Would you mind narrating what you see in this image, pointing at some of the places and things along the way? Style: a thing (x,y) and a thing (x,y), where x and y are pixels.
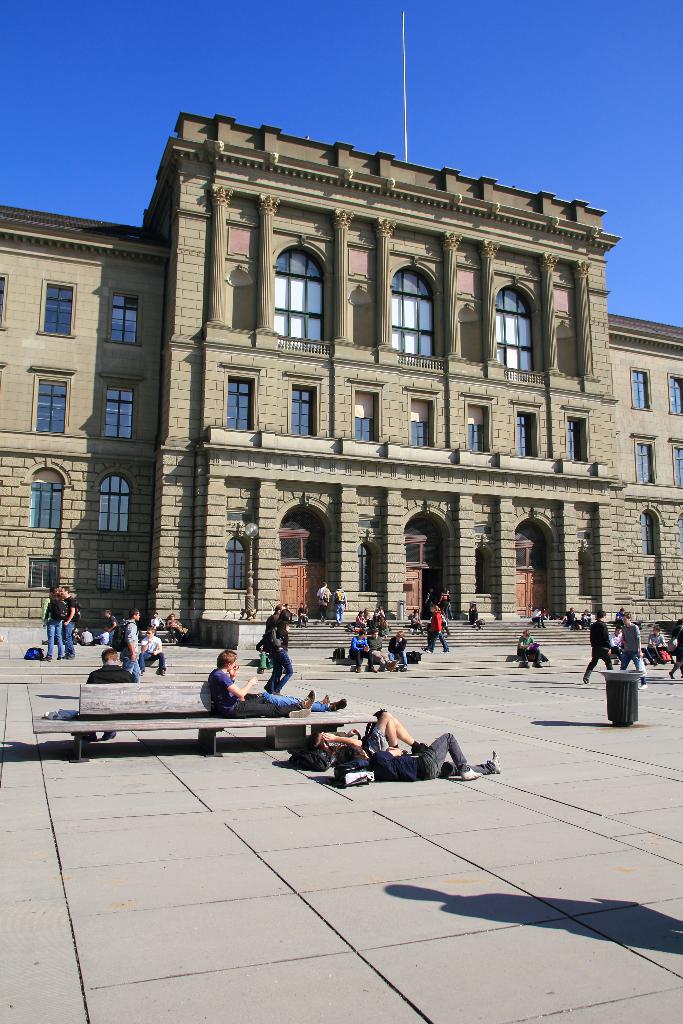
As we can see in the image there are buildings (419,419), windows (402,330), benches (208,721), few people (271,642) here and there, stairs (486,641) and sky (401,39).
